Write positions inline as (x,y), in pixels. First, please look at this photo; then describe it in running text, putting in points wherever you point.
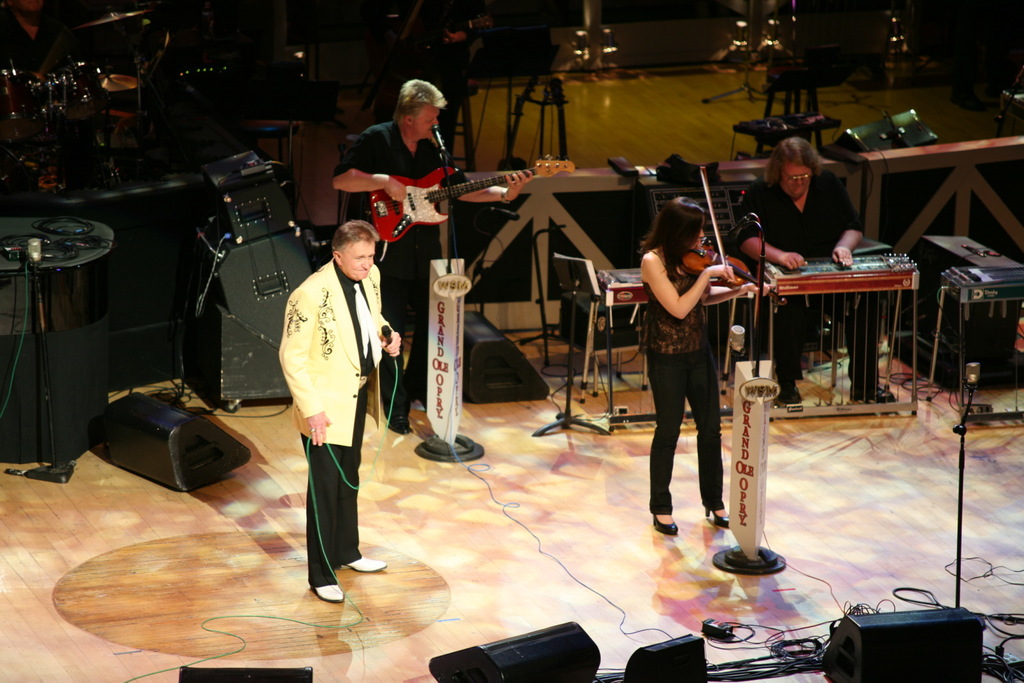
In this image there are people (359,551) playing musical instruments (895,267). Behind them there are a few musical instruments (18,118). In front of them there are some objects (865,631). At the bottom of the image (251,589) there is a floor (131,554).
